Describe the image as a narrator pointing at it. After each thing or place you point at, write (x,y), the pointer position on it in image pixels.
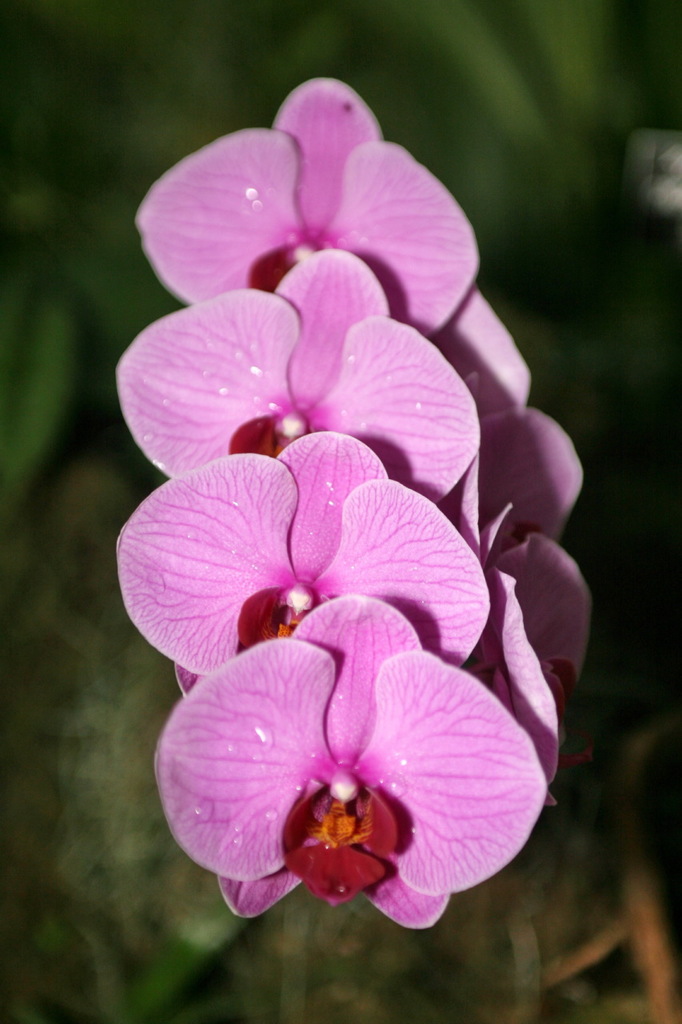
Here we can see a pink color flower (448,612) and there is a blur background (129,928).
